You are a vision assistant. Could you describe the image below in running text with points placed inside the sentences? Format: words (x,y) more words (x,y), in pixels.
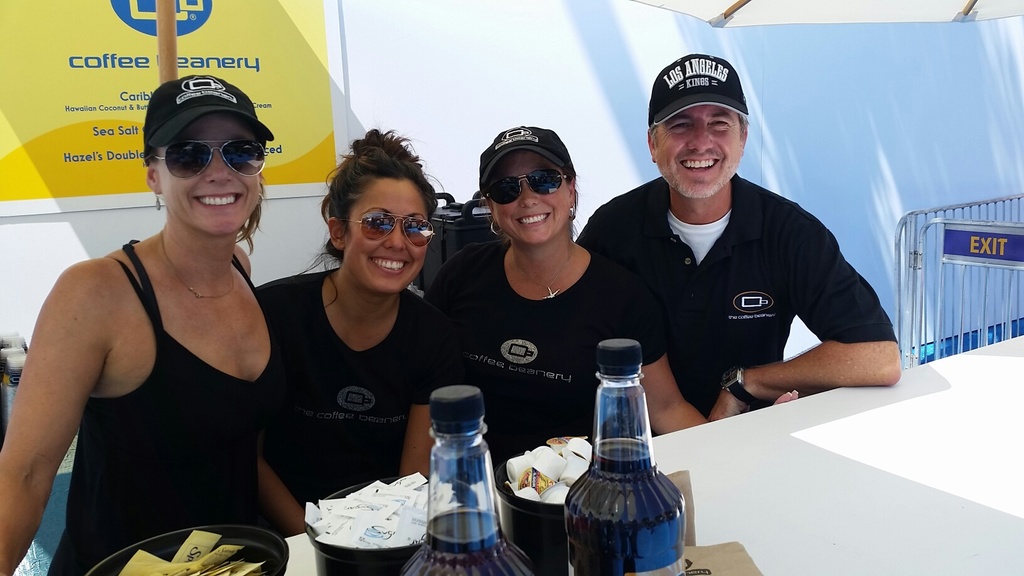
These four persons (530,228) are sitting. This three persons (455,265) wearing cap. We can see table (879,484). On the table (708,500) we can see bottle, bowl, paper (365,517). On the background (333,67) we can see banner (295,60).
